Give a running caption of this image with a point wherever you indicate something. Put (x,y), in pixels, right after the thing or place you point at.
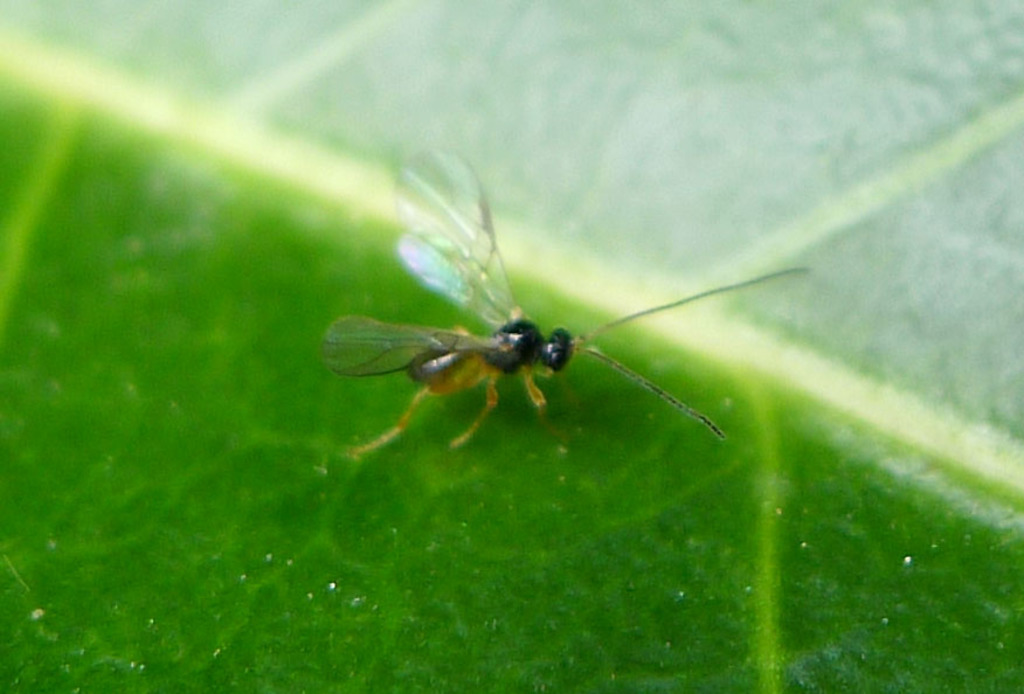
There is an insect (480,294) in the center of the image (458,292) on a leaf (727,322).
